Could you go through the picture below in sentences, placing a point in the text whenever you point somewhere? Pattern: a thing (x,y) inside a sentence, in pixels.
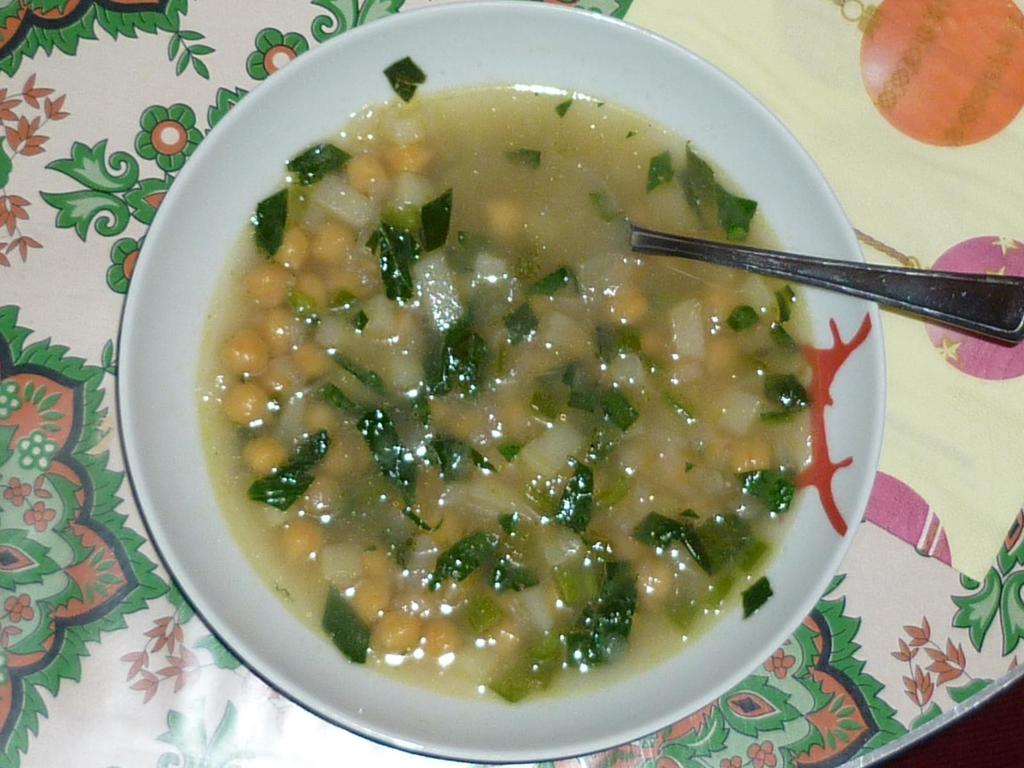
In this image there is a soup (488,575) which is in the bowl (554,444) and there is a spoon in the bowl (526,302) which is in the center (530,322).
